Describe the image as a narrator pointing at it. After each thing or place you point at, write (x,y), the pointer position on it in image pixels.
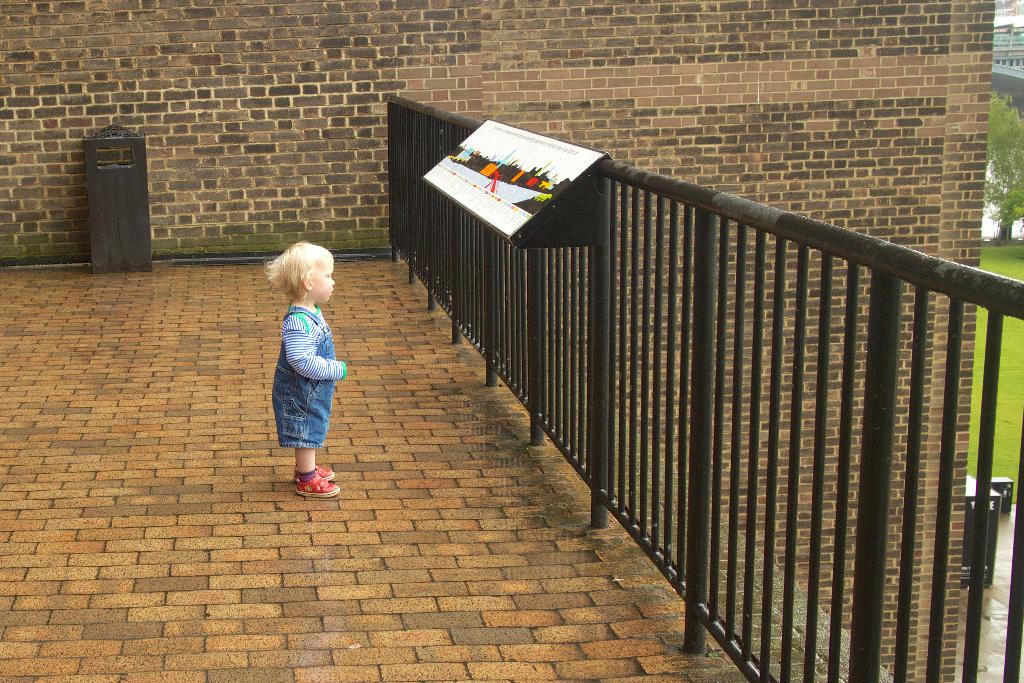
A kid (335,375) is standing on the floor (468,368) at the fence (706,371) and there is an object (551,197) on the fence (488,236). In the background (131,203) there is an object (131,178) at the wall (411,63). On the right (1013,27) we can see a bridge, water (996,230), tree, grass (1015,360) and two objects (990,550) on the ground floor (1005,574).
